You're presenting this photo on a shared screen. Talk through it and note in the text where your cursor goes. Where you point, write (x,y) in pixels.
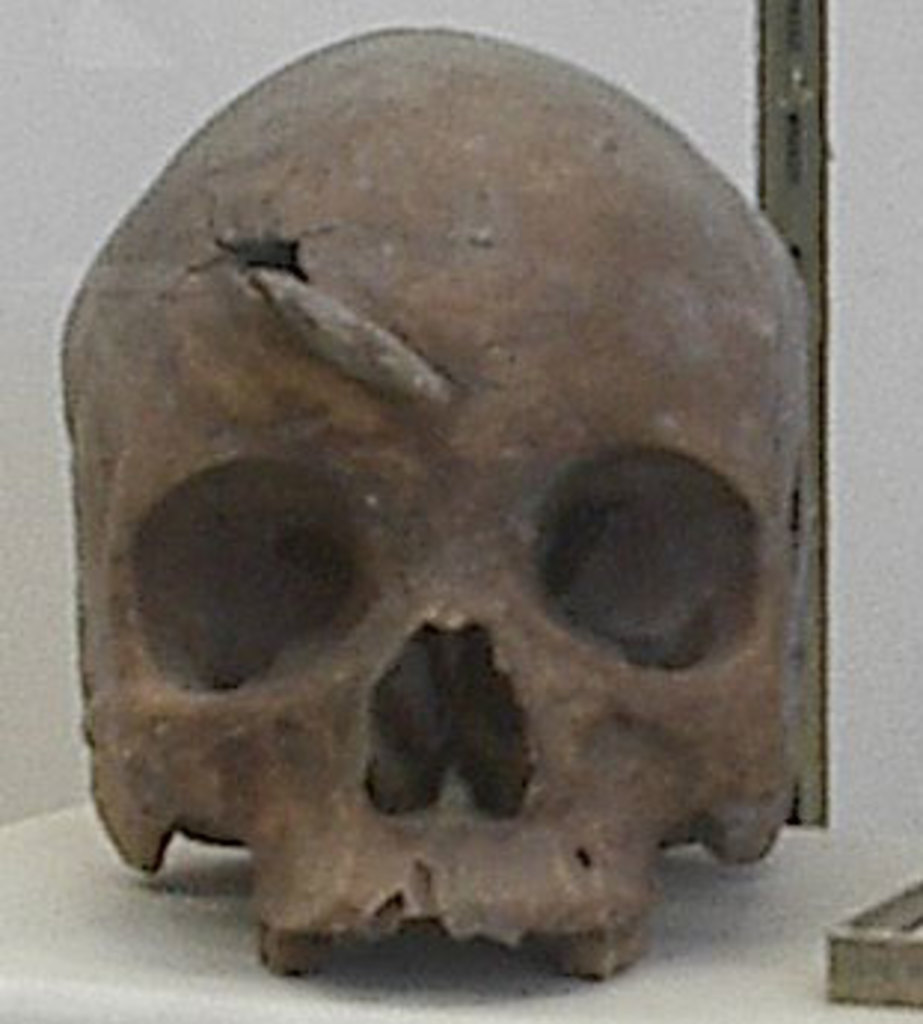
In this image I see a skull (435,284) which is of brown in color and it is on the white color surface (759,877) and it is white in the background (857,26).
